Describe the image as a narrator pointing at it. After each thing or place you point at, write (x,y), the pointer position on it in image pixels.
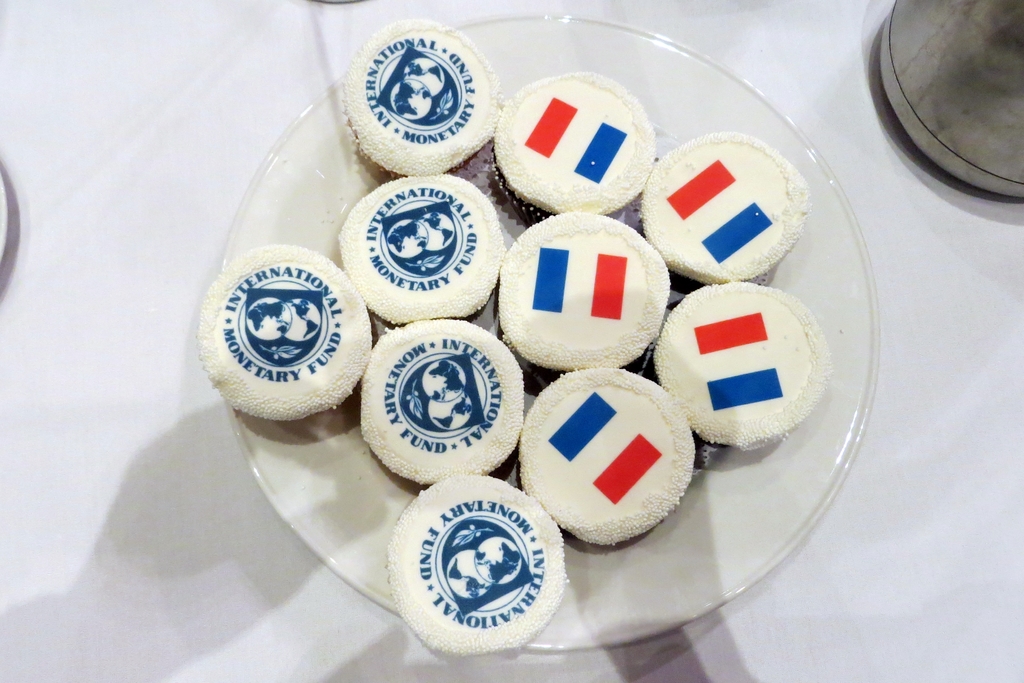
In this image we can see cupcakes (509,319) placed in a plate (673,583).
